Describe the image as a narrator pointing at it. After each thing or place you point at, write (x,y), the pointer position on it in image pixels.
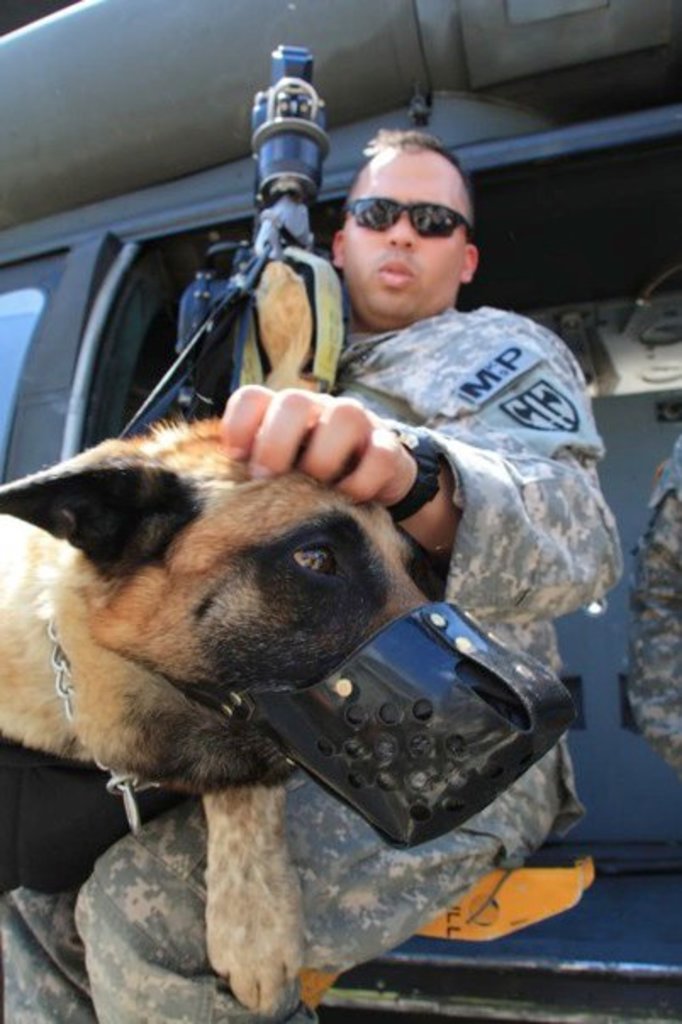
In this image I can see a dog (119,617) which is brown and black in color and I can see a person (459,417) wearing uniform (463,381) is holding the dog (224,504) and I can see he is sitting in a vehicle (639,59) which is black in color.
